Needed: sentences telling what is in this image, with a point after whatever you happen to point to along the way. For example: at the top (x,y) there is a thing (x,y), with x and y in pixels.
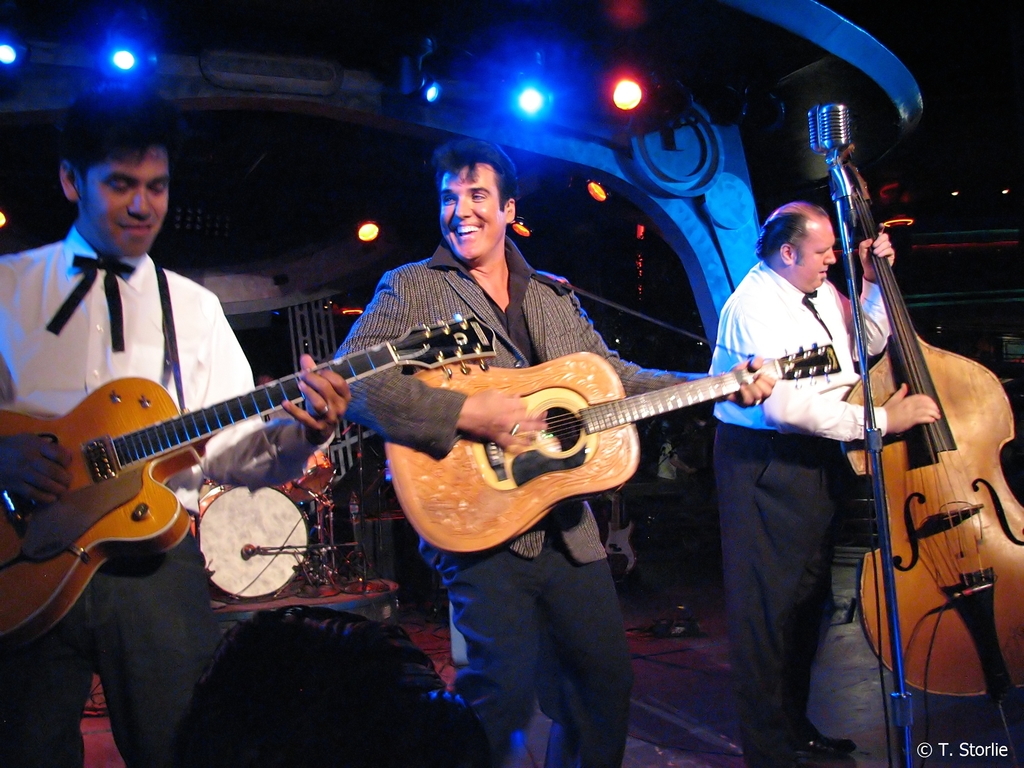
Here we can see a group of people (490,311) are standing and playing the guitar (548,413), and in front (828,137) here is the mike (833,149), and at back (267,515) here are the musical drums (295,490), and here are the lights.
